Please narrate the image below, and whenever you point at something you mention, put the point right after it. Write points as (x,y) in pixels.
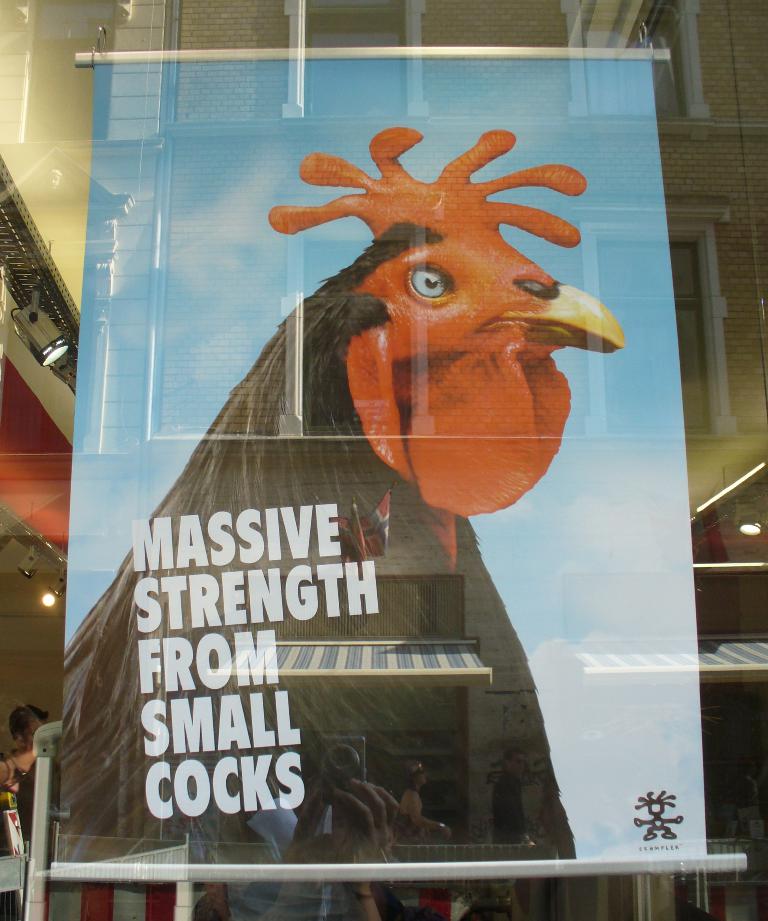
This is a banner (138,603) hanging. I can see the picture of a hen (480,189) and the letters (279,552) on it. This looks like a glass door (143,215). I can see the reflection of the buildings (202,42) and groups of people (356,824) on it.
